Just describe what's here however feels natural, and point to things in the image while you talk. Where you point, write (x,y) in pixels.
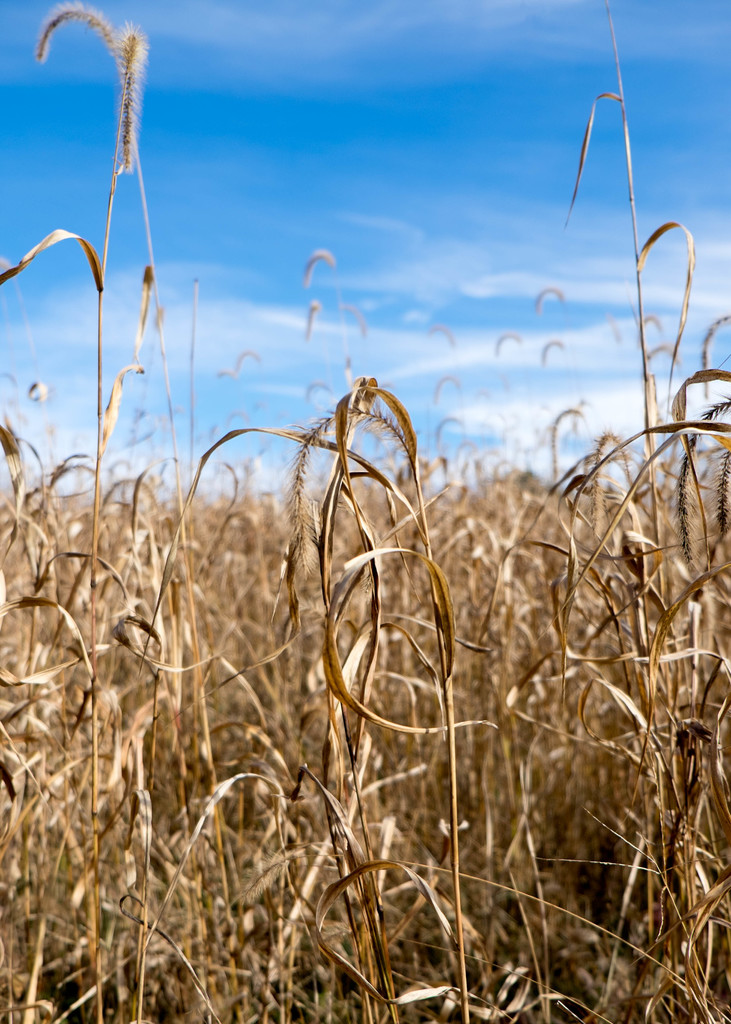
In this picture we can see the dry grass (304,580) and behind the grass (248,496) there is the sky (288,455).
